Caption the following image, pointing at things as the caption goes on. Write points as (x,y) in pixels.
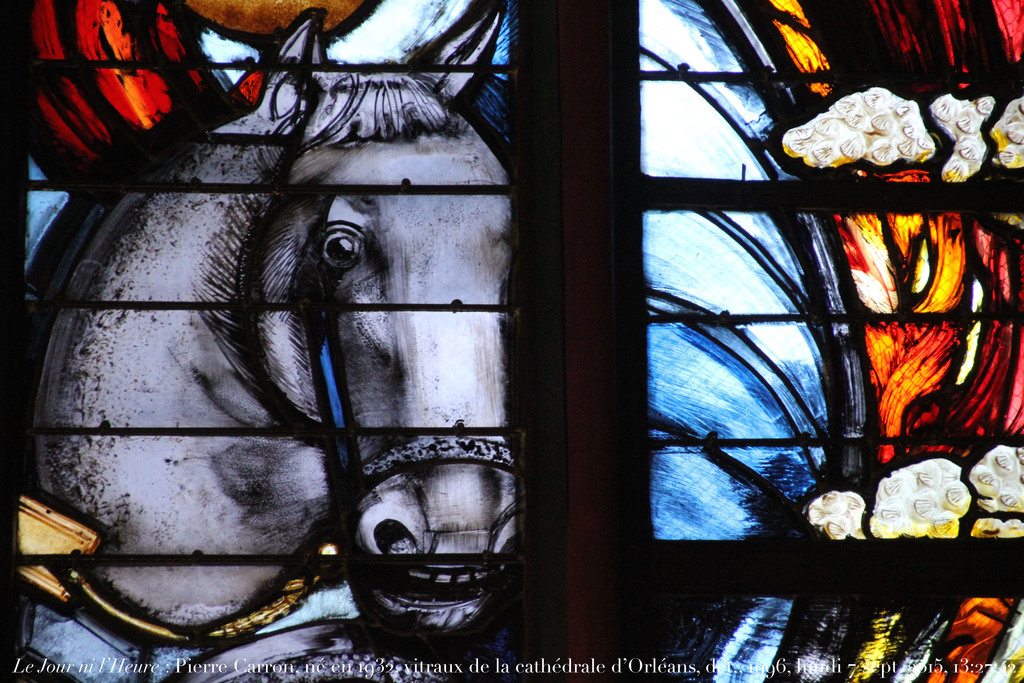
In this image, we can see window (587,449), grills (234,185) and glass painting (973,58). At the bottom of the image (24,665), we can see watermark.
